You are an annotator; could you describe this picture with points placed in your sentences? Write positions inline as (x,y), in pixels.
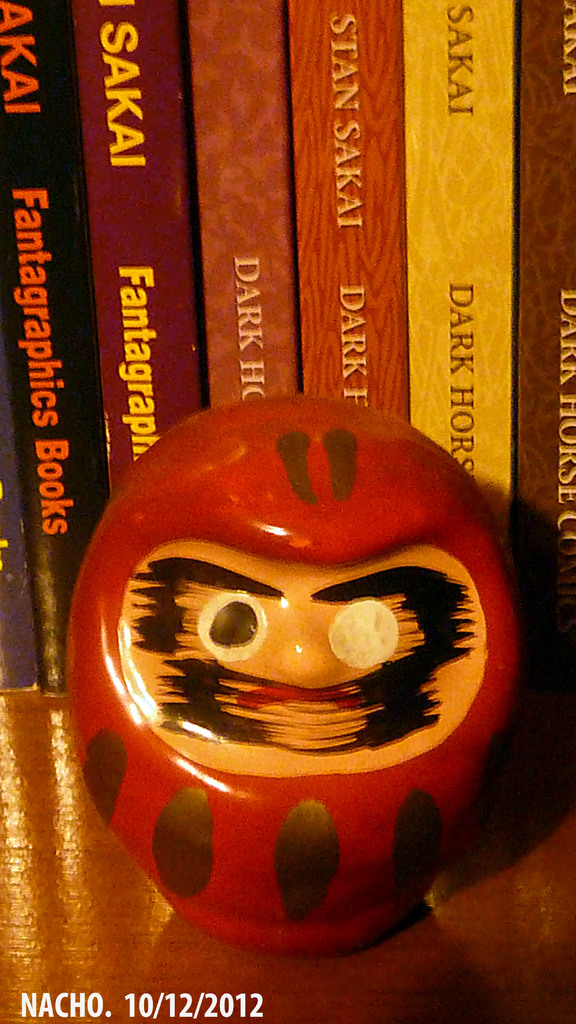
In this picture we can see books (472,204) in the background (421,269), there is an object (379,754) present in the front (363,763), we can see some text (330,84) on these books (276,139), at the left bottom (171,1012) we can see date (161,1010), month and year (216,999).
